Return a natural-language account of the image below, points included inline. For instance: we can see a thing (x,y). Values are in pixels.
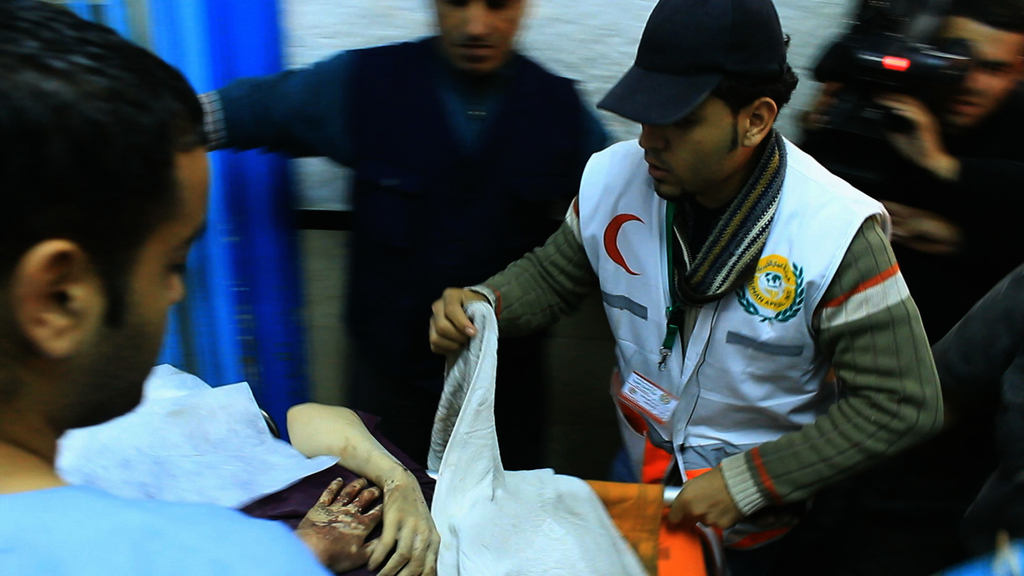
On the left side (113,358), there is a person (132,508) in blue color t-shirt (139,529) standing near a stretcher (701,531) on which there is a person (163,382) laying. On the right side (722,47), there is a person (818,448) holding handle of the stretcher (650,508) with one hand (711,518) and a cloth (482,328) with other hand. In the background (948,127), there are persons (487,4), one of them is holding a camera (898,6), there is a blue color curtain (174,26) and there is a white wall (285,10).
